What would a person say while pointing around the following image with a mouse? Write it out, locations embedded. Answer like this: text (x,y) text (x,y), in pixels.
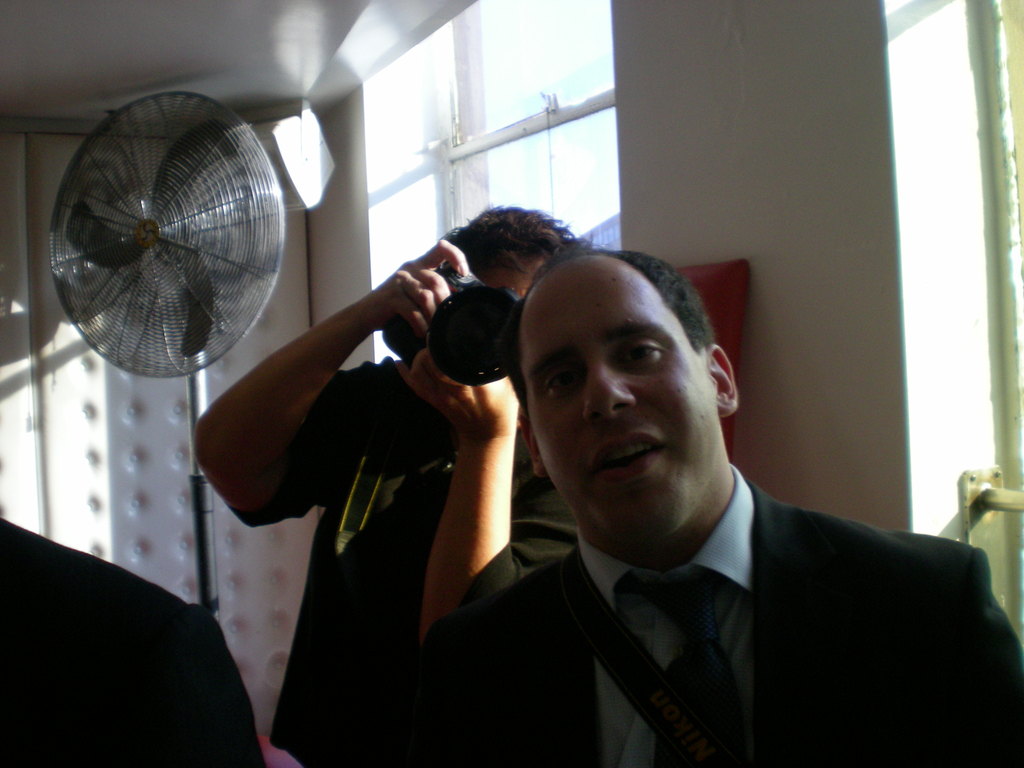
In this image I can see a person (713,568) wearing white shirt (708,556), tie (691,608) and black blazer (857,630) and another person (457,497) standing and holding a camera (479,320) in his hand (477,399). In the background (699,202) I can see the white colored wall (736,113), the window (579,125), the fan (93,226) and the ceiling (290,44). To the left bottom of the image (22,659) I can see a black colored object (174,690).
